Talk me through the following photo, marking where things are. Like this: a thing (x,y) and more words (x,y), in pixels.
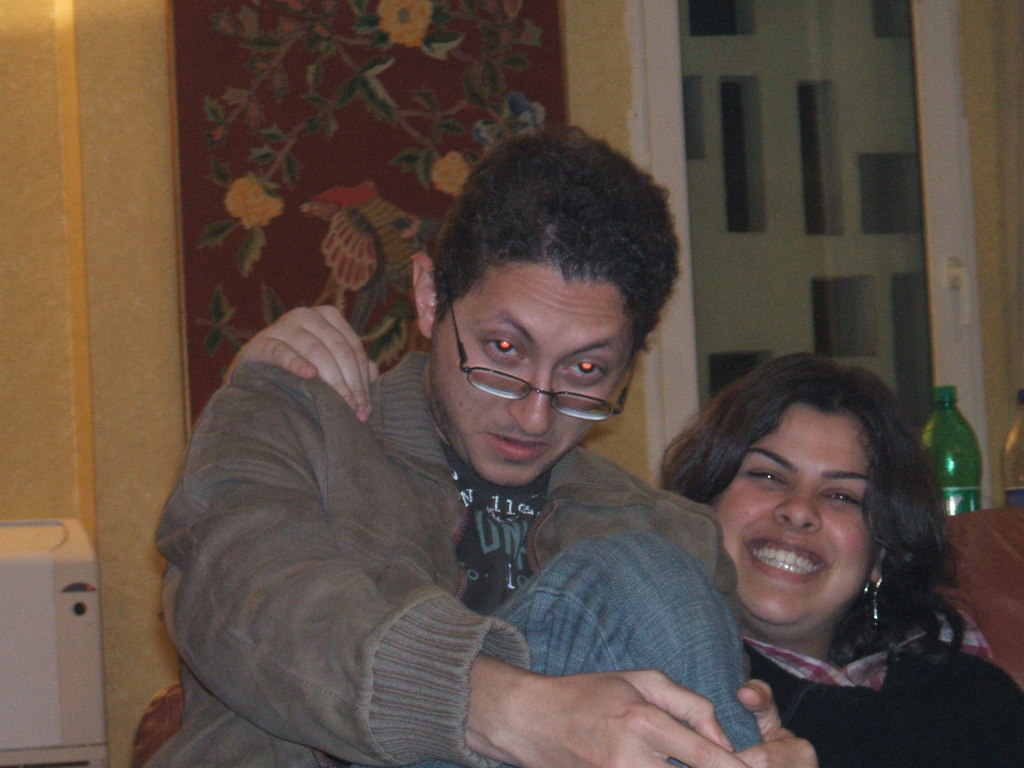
In this image I can see two persons (631,624). In front (349,516) the person (336,516) is wearing brown and blue color dress (336,578). In the background (908,341) I can see two bottles (962,509), glass window (857,120) and the board (317,140) attached to the wall (128,265) and the wall (99,358) is in yellow color.
